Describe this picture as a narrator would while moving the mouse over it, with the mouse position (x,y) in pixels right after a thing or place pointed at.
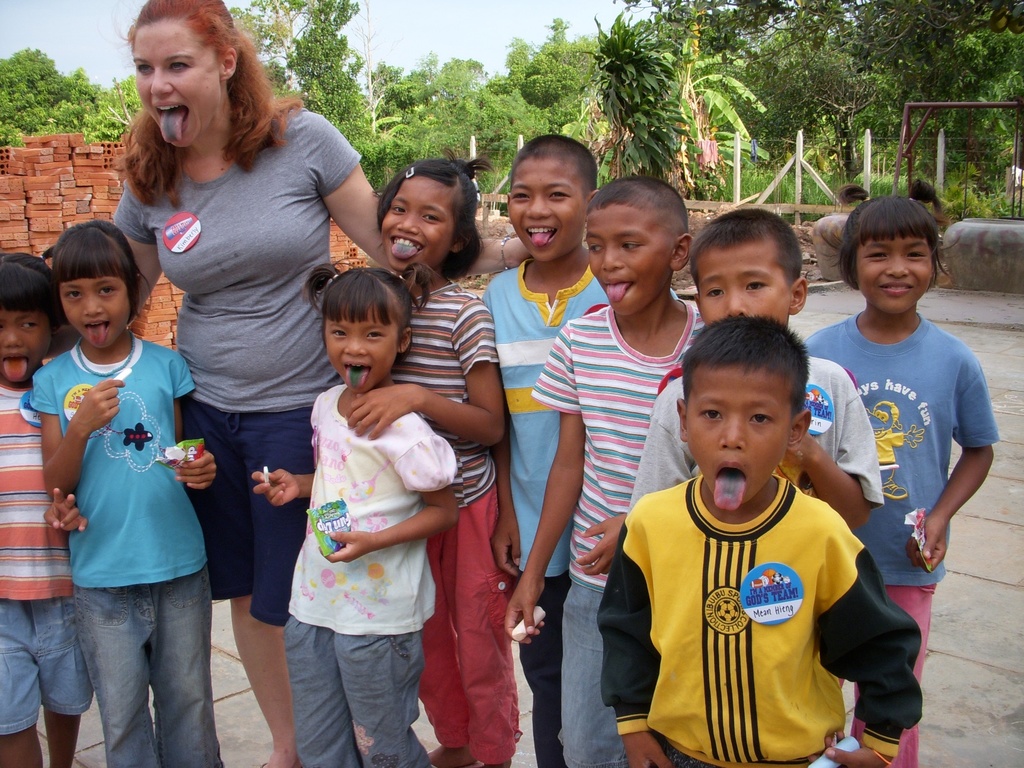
Here I can see a woman (229,324) and a few children (871,434) are standing, smiling and giving pose for the picture. In the background (547,114) there are many trees (732,70) and fencing (759,204). On the left side (68,173) there are bricks (67,176). At the top of the image (444,37) I can see the sky (455,4).
